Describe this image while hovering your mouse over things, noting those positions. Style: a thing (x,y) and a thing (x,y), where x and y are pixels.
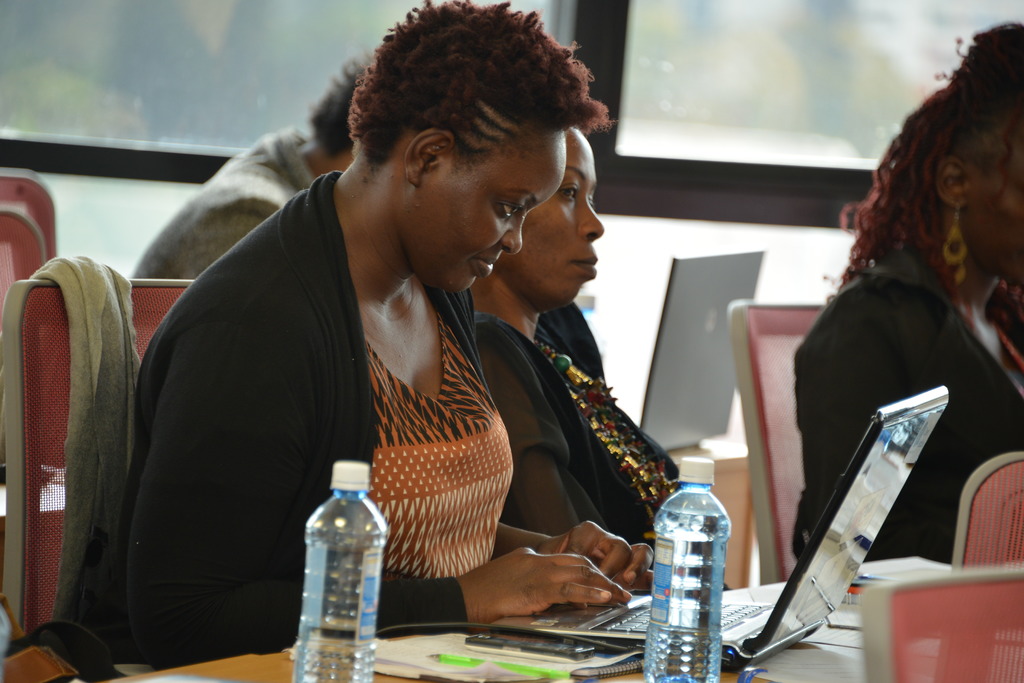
On the background (136,36) we can see windows (706,42). Here we can see persons (562,408) sitting on chairs (891,616) in front of a table (745,592) and working. On the table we can see pen (512,665), paper (429,659), laptops (695,402), water bottles (696,561). Here we can see cloth (85,437) on a chair (44,610).
